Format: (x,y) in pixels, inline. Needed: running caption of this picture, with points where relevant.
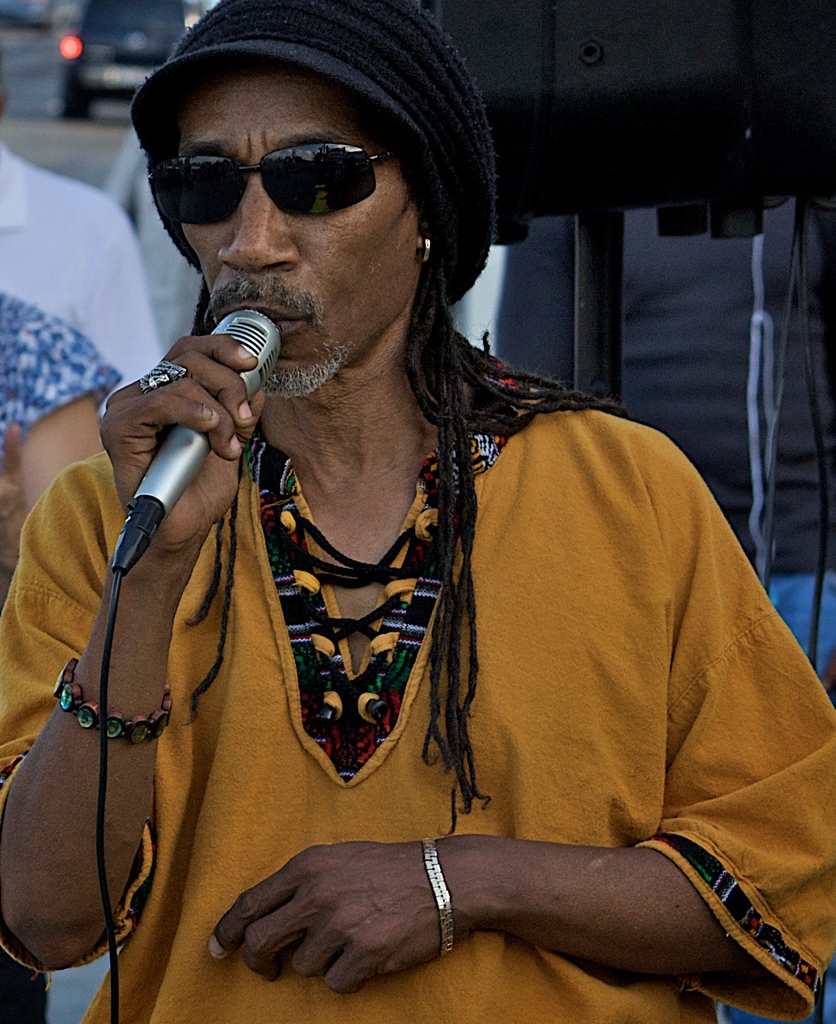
In front of the picture, we see a man (541,437) in the yellow shirt (425,594) is standing. He is holding a microphone (246,323) in his hands (216,486) and I think he is singing the song on the microphone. He is wearing the goggles (308,209) and a black cap (371,108). On the left side (78,302), we see two men (73,292) are standing. Behind him, we see a stand (591,338) and a black color object (599,136). In the left top (125,59), we see a black car (107,77).
